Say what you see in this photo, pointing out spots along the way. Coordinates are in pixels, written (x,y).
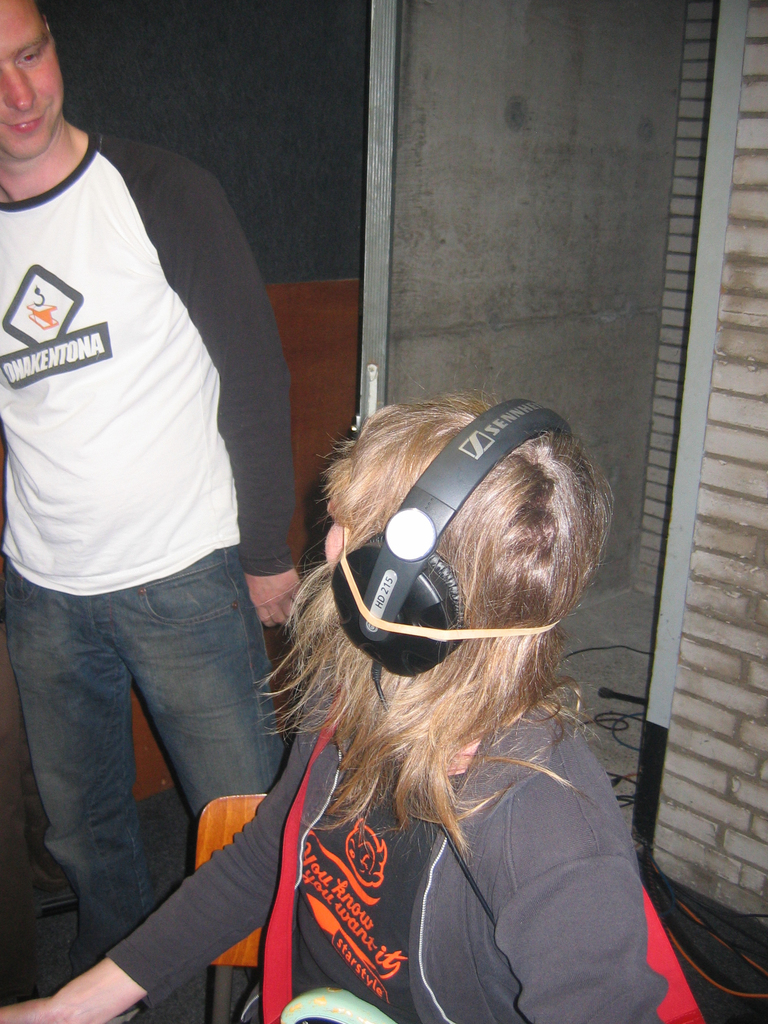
Here I can see a person (481,828) wearing a jacket (521,880), headset (432,507), sitting on a chair (230,962) and looking at the man (108,397) who is standing on the left side (44,445). In the background (555,275) there is a door (141,732) to the wall (746,458).
